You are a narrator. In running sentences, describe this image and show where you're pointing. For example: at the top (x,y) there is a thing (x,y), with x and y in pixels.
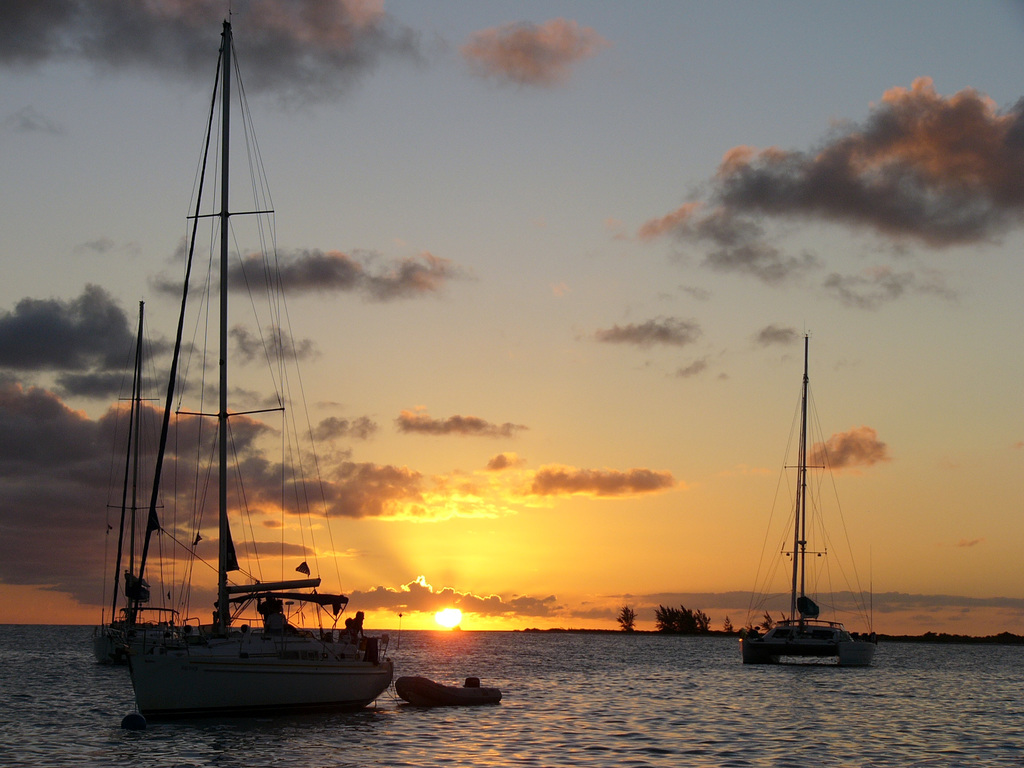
In this image we can see ships (820,647) on the surface (658,684) of sea (492,720). The sky (617,132) is in blue color with clouds (108,442) and sun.
